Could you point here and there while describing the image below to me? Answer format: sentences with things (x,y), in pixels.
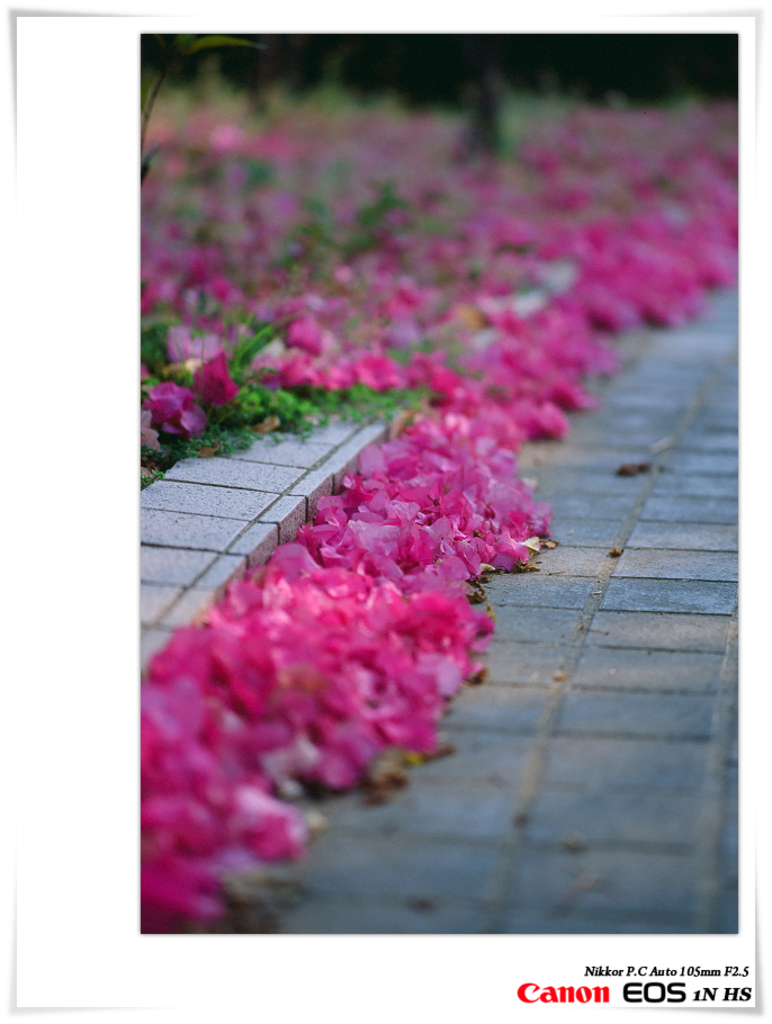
In the image there is a photo (165,142) on the paper (488,988). In that photo (406,552) on the floor (507,731) there are flowers (432,603) and leaves (248,362). In the bottom right corner of the image (676,967) there is text (691,969).
